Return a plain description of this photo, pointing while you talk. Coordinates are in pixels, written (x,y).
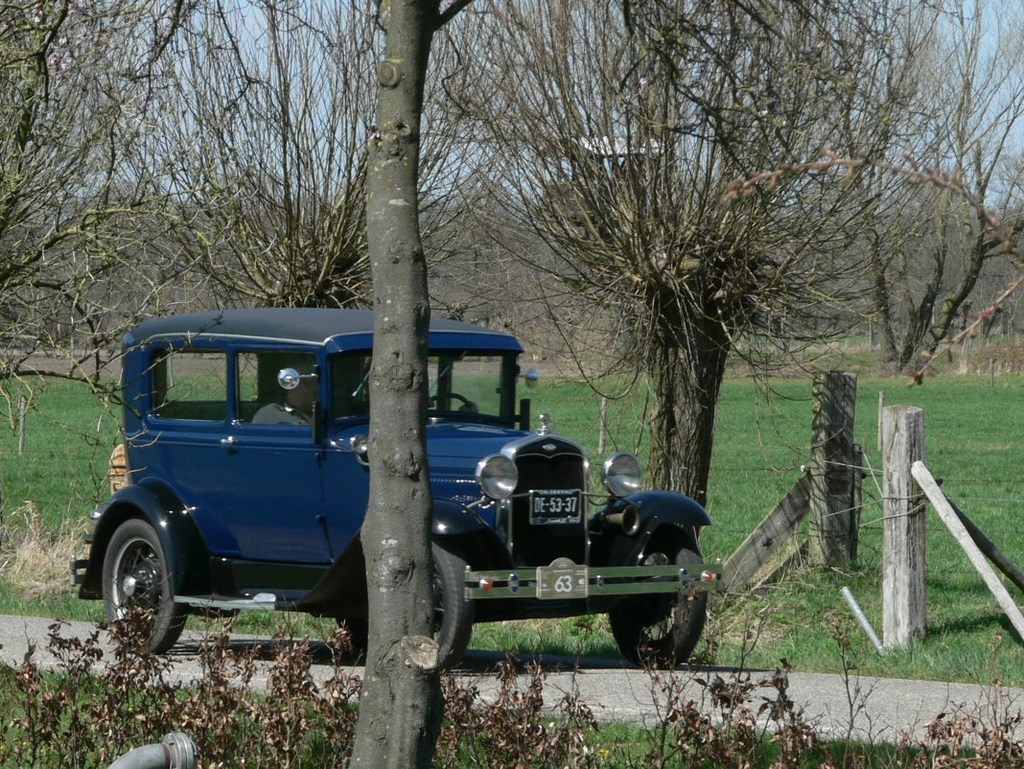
In this picture we can see the blue color classic car (248,501) on the road (474,660). Behind there are some dry trees (746,309) and grass lawn (744,484). In the front (586,711) we can see some dry plants (243,695) and tree trunk (397,352).
